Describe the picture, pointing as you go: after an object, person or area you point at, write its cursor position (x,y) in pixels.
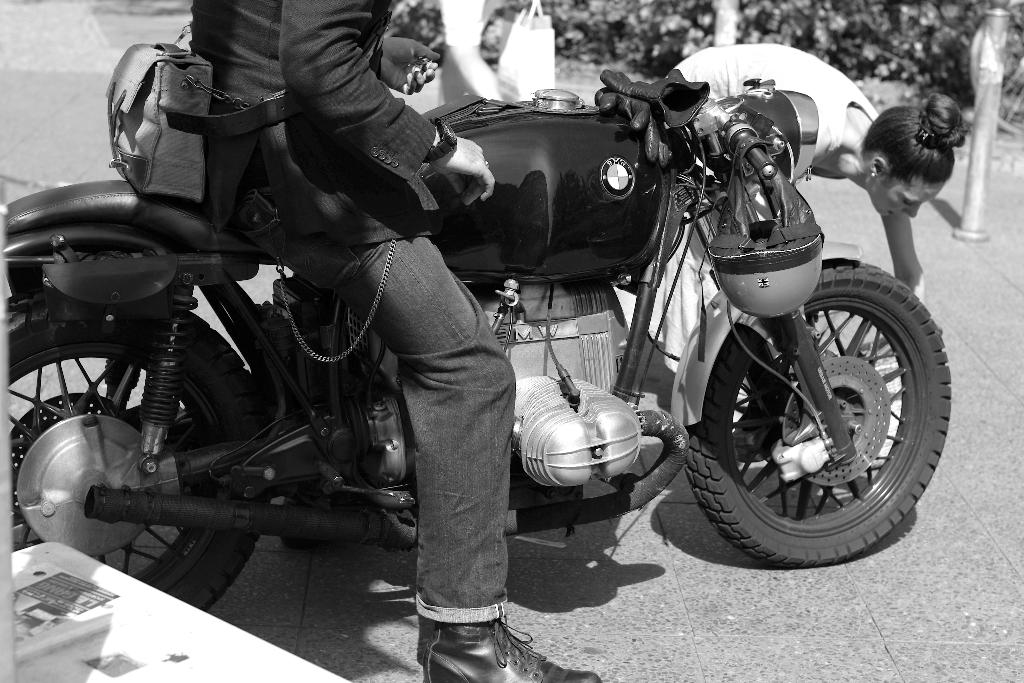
In this image we can see a person (319,43) sitting on a motorcycle (506,210). Here we can observe a woman (866,166) picking something from ground (990,334).
